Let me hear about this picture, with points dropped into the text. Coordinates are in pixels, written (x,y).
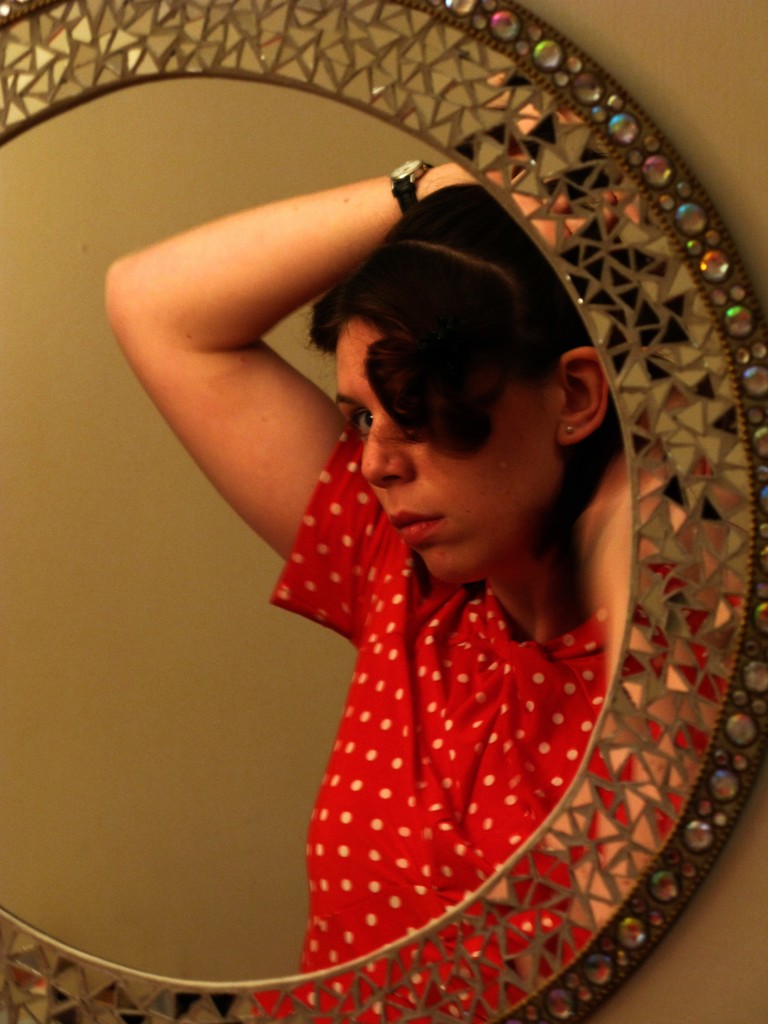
In this image I can see a mirror (160,246) on the wall (751,979). I can also see a reflection (290,603) of a woman (422,551) on the mirror (497,121). I can see she is wearing a red colour top (378,641) and a watch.
